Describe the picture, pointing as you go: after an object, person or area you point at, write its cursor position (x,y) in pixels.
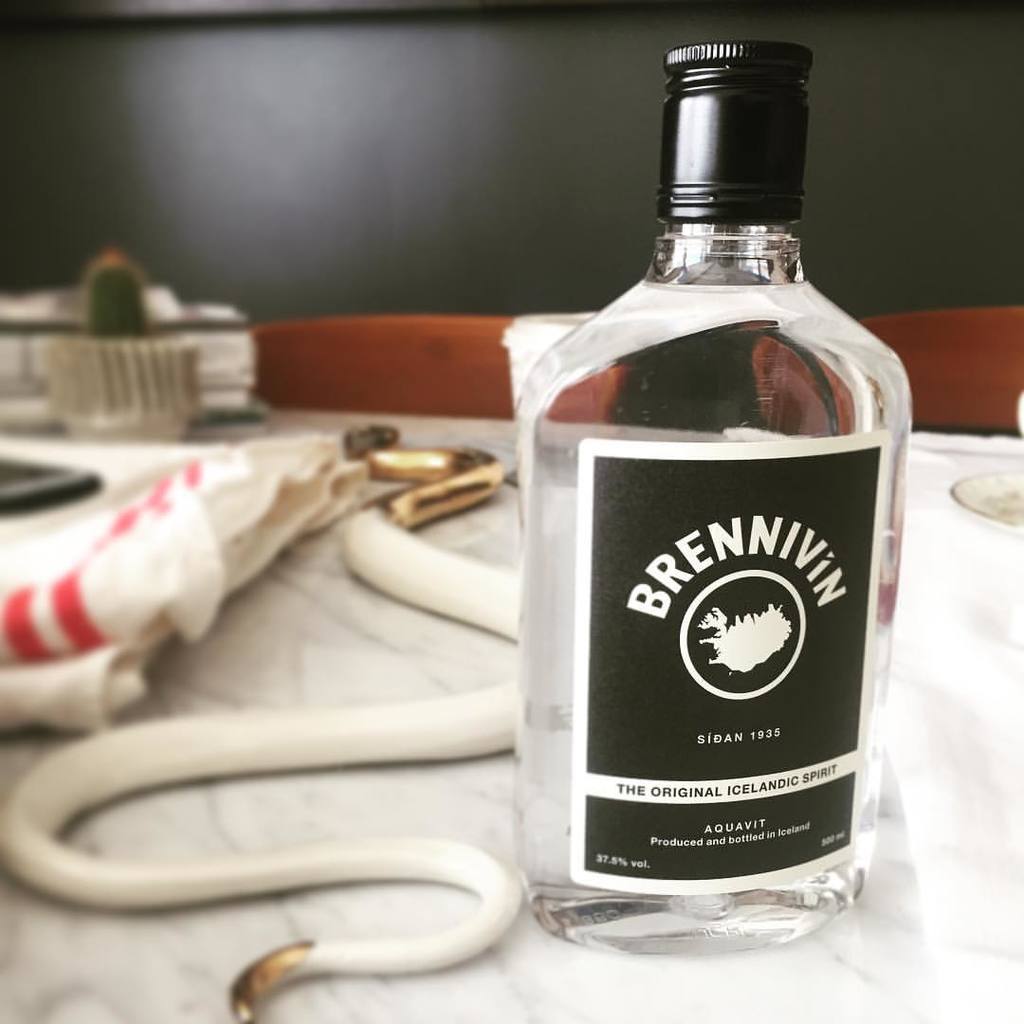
In this image I can see a bottle (593,714).
